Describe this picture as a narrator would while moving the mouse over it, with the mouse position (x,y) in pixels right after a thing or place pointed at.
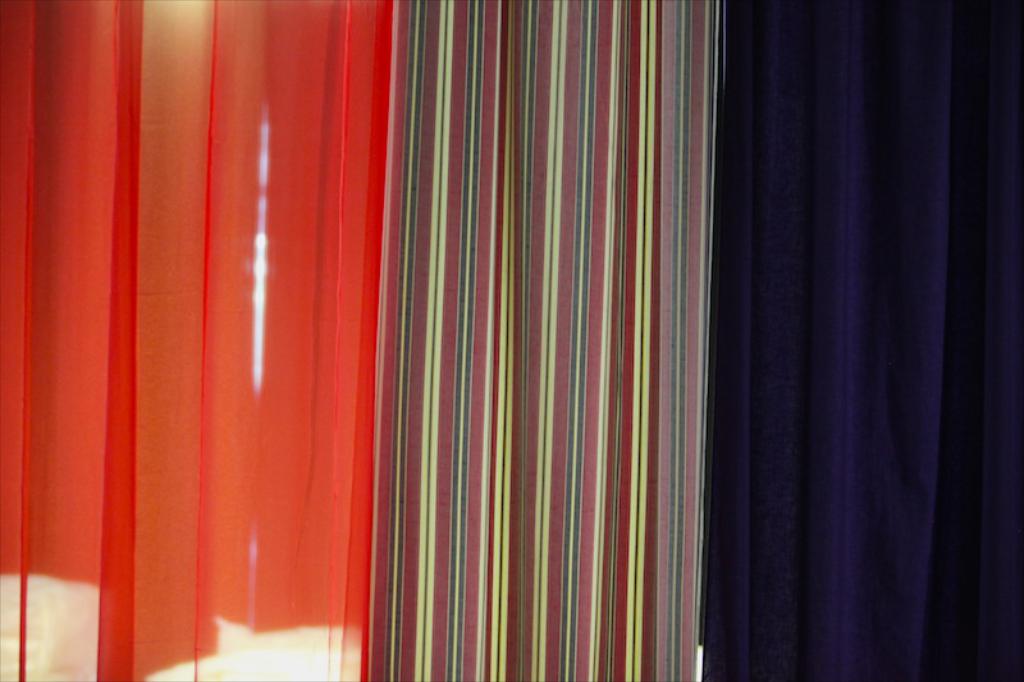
In this picture I can see three colorful clothes (603,189).
